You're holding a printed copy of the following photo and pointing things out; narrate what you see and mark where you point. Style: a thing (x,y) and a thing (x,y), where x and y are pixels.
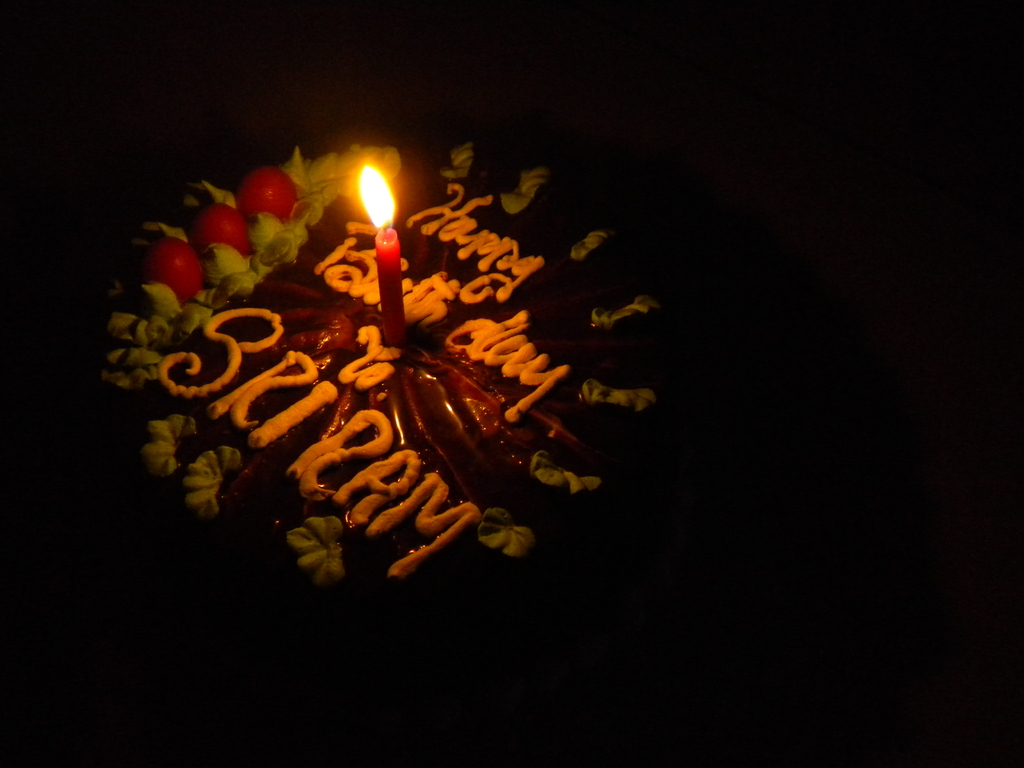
This is an image clicked in the dark. In the middle of the image (661,382) I can see cake (246,522) on which a candle (381,216) is placed. Along with the candle (381,203) I can see some fruits (237,225) and text (302,377). The background (113,524) is in black color.
